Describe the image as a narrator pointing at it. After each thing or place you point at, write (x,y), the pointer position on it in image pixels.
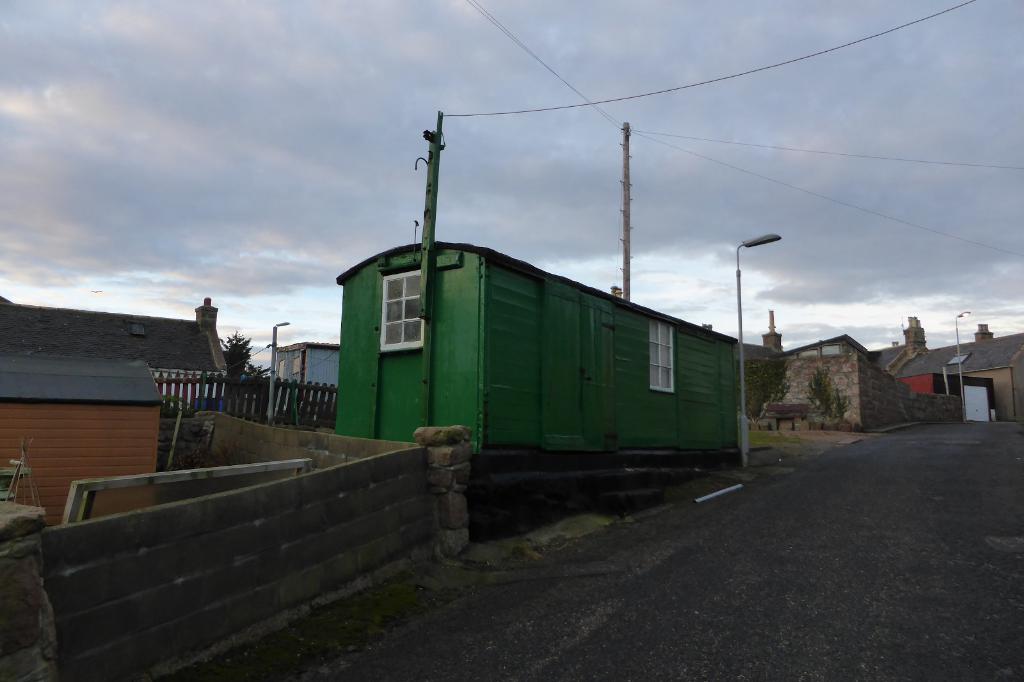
In this image in the front (314,574) there is wall (257,523). In the center (475,351) there are houses (345,351), poles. In the background (815,363) there are houses (835,371) and the sky (591,132) is cloudy.
